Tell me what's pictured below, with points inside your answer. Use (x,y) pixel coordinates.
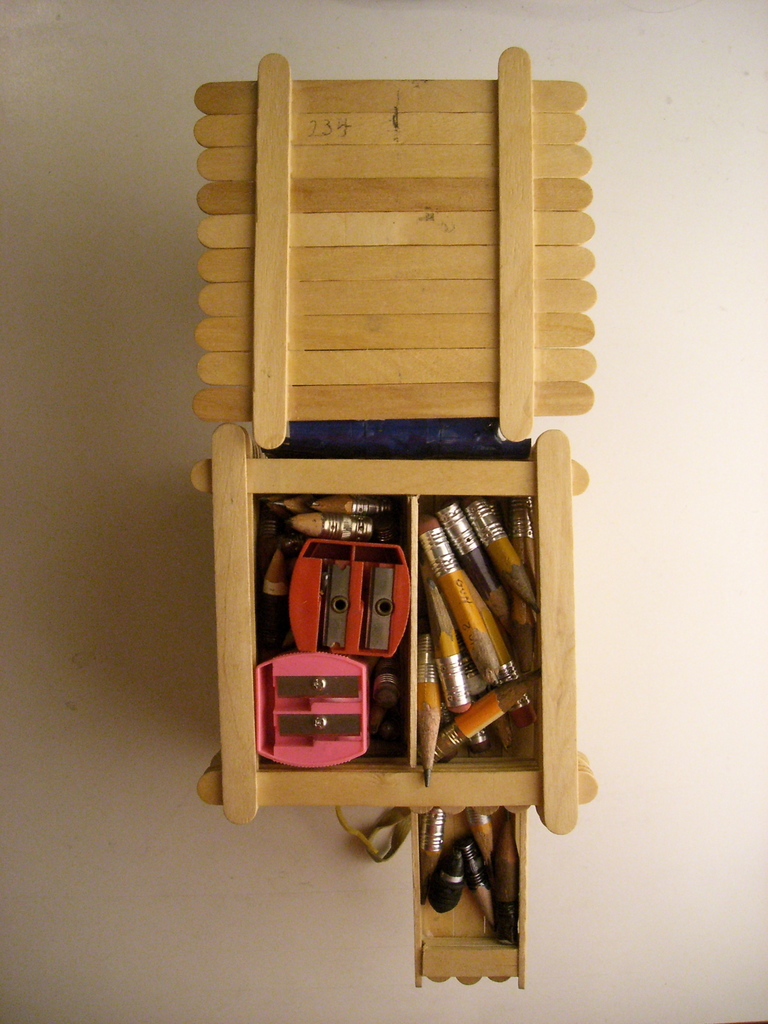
In this picture I can observe a box (360,420) made up of sticks (410,343). There are some accessories (370,622) placed in this box (404,327). The box (556,568) is in brown color. The box (471,967) is placed on the cream color surface (83,521).
